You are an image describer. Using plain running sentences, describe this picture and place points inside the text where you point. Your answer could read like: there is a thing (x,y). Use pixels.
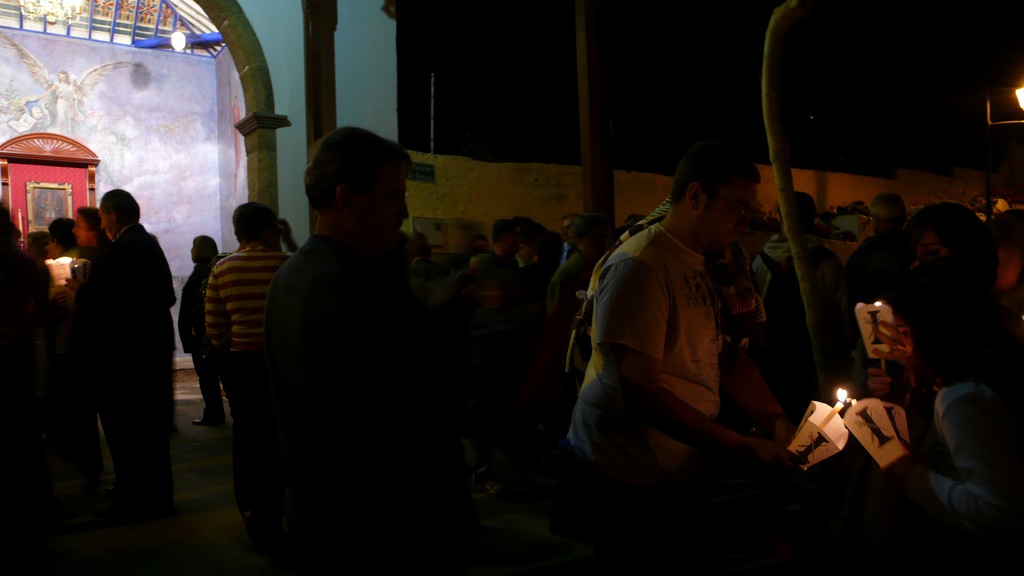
In this picture there is a man (701,273) who is holding a candle (838,391) in a box (811,410), beside him there is a woman (912,282) who is holding another candle (853,423). In the back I can see many peoples (441,266) who are standing on the ground (533,522). In front of them I can see the buildings (425,194). In the top left corner (25,119) I can see the chandelier (79,8), painting (53,110) on the wall (41,105), light (179,43) and door (32,167). In the top right (784,40) I can see the poles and trees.
